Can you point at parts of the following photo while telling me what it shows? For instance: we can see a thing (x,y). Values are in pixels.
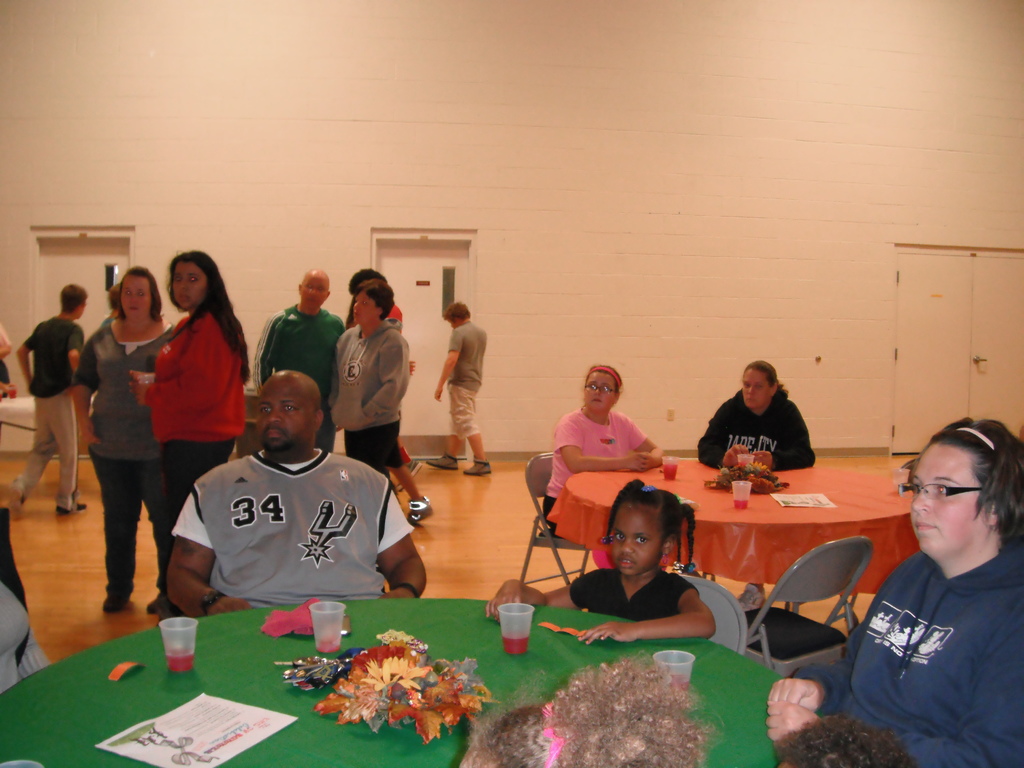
In this picture I can see five persons (406,592) sitting on the chairs (536,545), there are glasses (525,643), papers (170,719), flower vases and some other objects (125,669) on the tables (443,616), there are group of people (325,354) standing, and in the background (560,342) there are doors (954,353) and a wall (598,125).
